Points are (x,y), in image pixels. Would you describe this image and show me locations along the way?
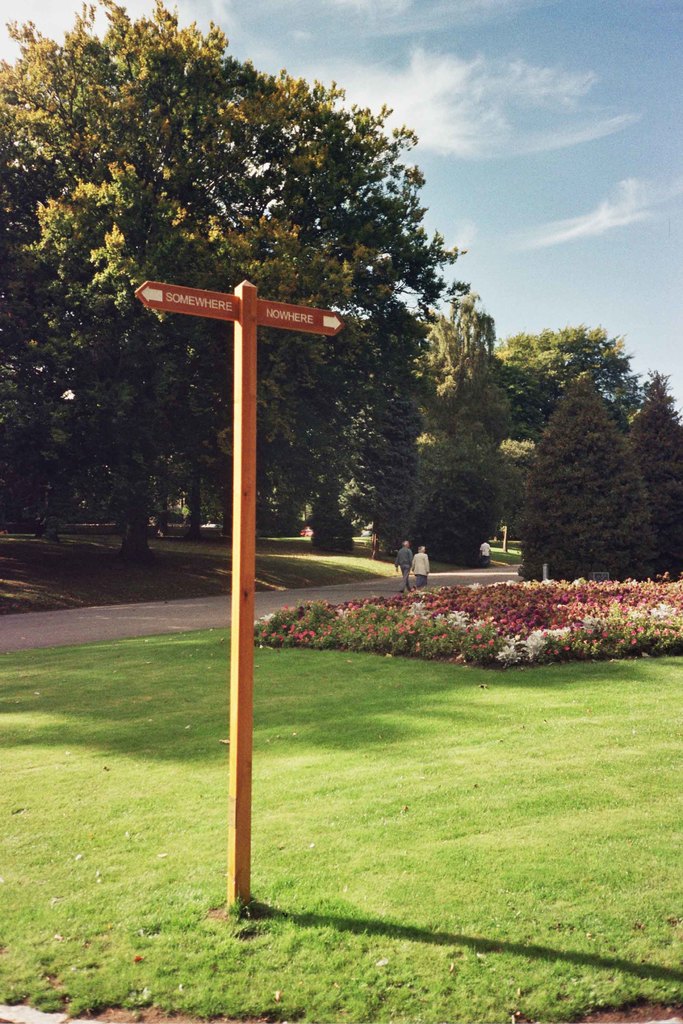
In this picture we can see a cross sign (242,367) on the grass (311,934). There are some flowers (461,636) on the right side (590,593). Few trees (451,483) are visible in the background (195,190). Sky (441,140) is blue in color and cloudy.
